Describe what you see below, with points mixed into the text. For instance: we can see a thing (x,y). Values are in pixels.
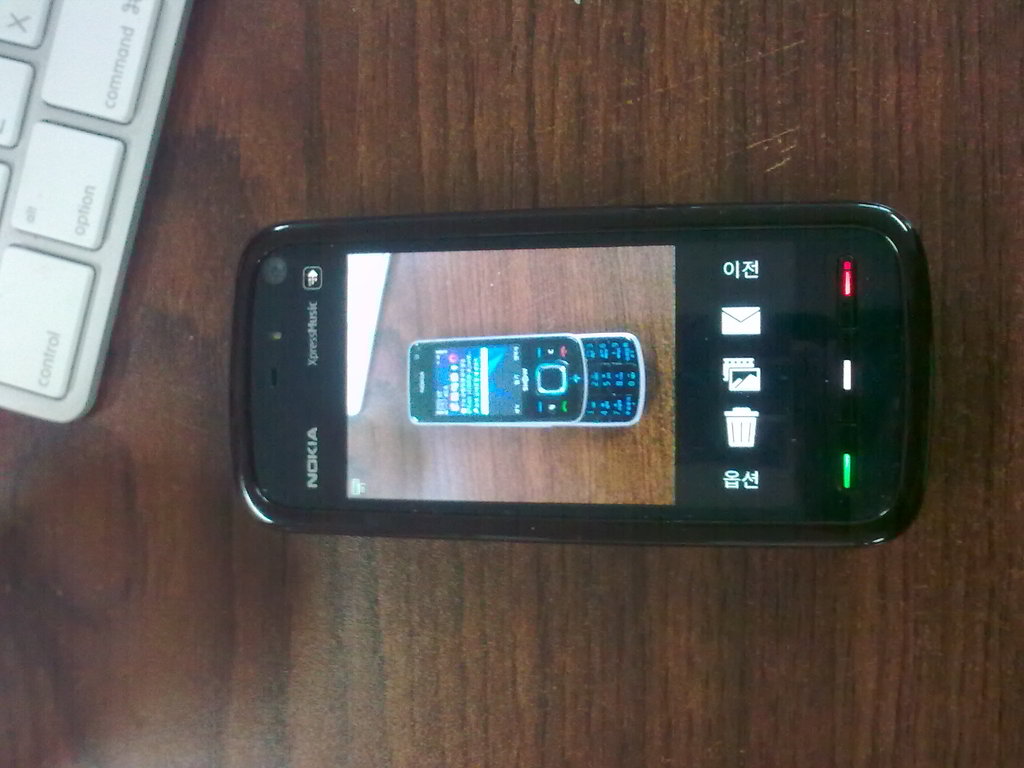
This picture contains a brown table (392,570) on which mobile phone (256,277) and keyboard (65,319) with white color are placed.
